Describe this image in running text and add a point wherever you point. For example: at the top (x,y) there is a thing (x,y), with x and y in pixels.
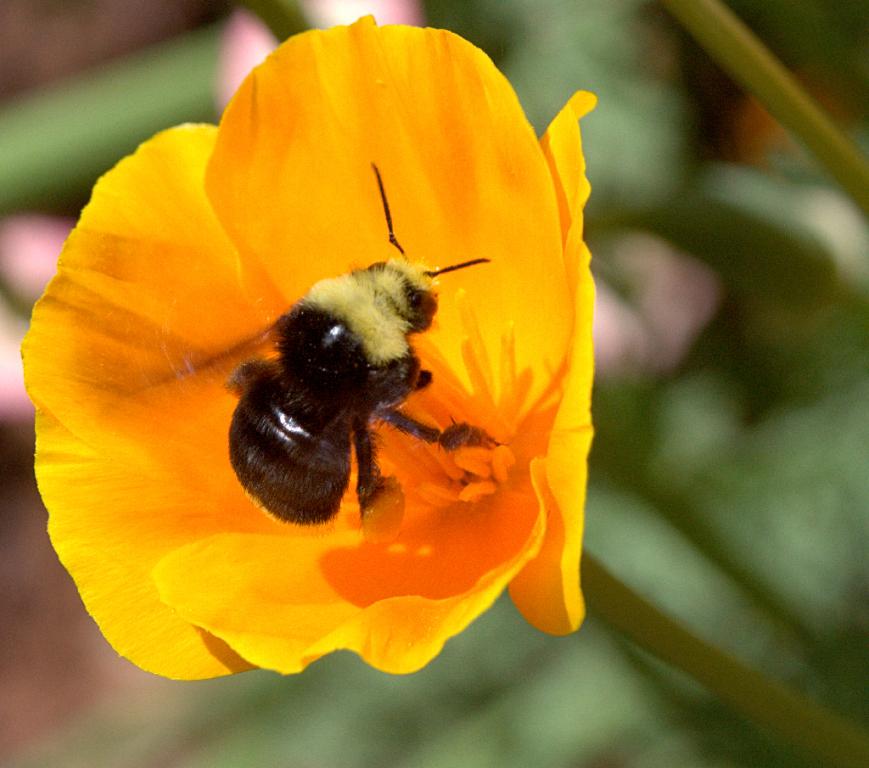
In the center of the image (320,475) we can see a bug (347,404) on the flower (438,387).
